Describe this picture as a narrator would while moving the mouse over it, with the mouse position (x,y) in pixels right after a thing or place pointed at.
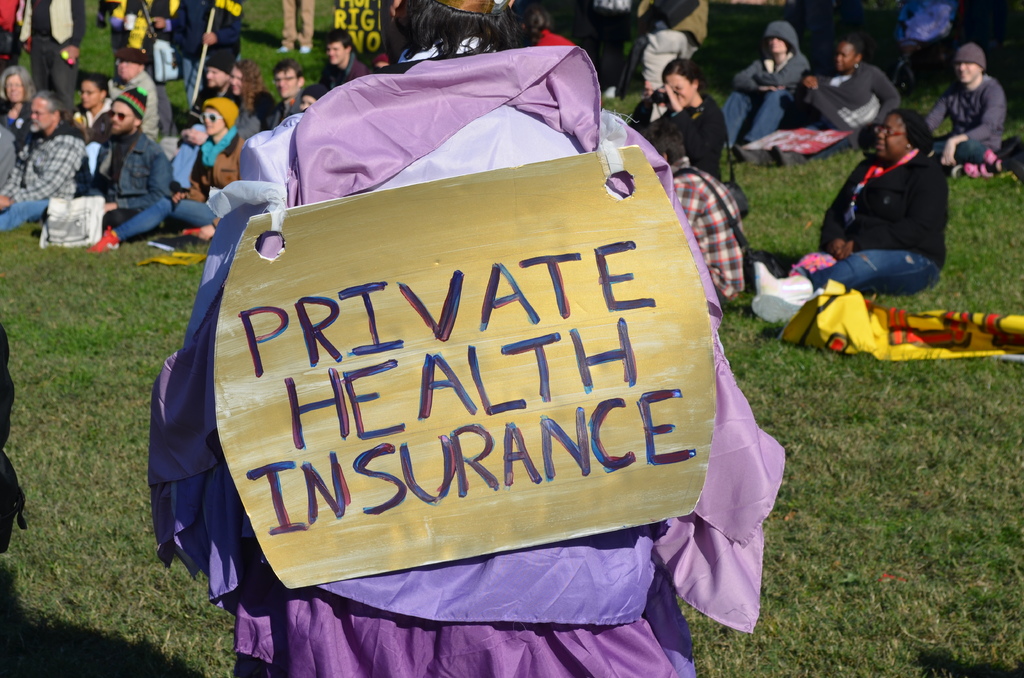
In this image I can see a person (472,5) wearing a board (638,471) and facing his back (638,471). People (761,129) are sitting on the grass (943,537) and few people (609,19) are standing at the back (656,19).
